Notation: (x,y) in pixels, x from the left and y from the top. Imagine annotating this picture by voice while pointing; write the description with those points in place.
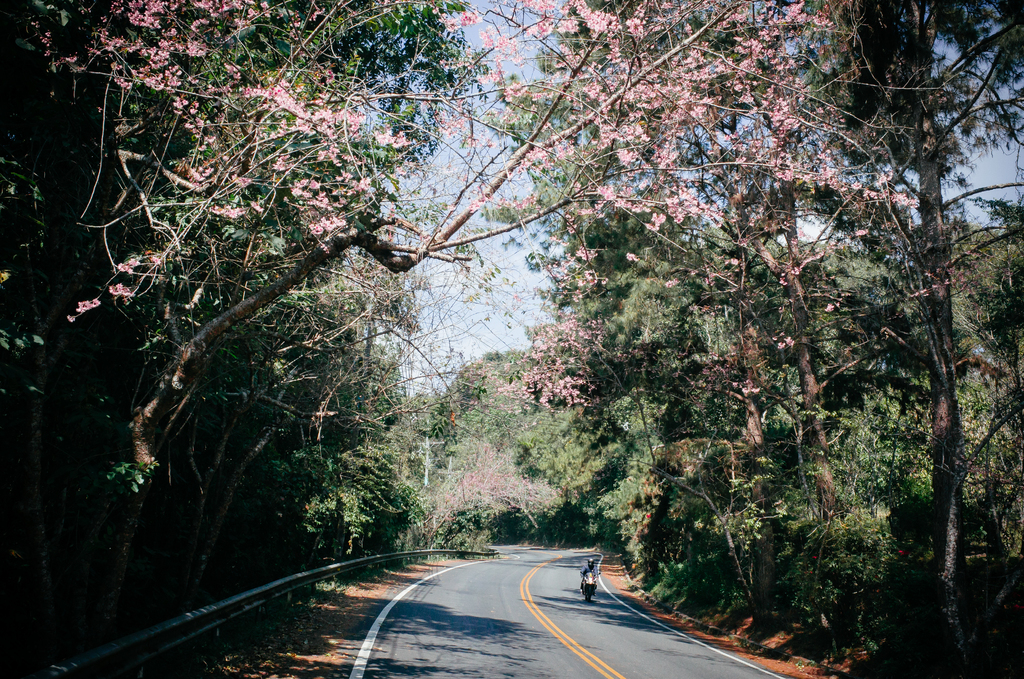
In this image we can see a person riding a bike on the road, there are some trees (643,364) and in the background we can see the sky (422,189).
